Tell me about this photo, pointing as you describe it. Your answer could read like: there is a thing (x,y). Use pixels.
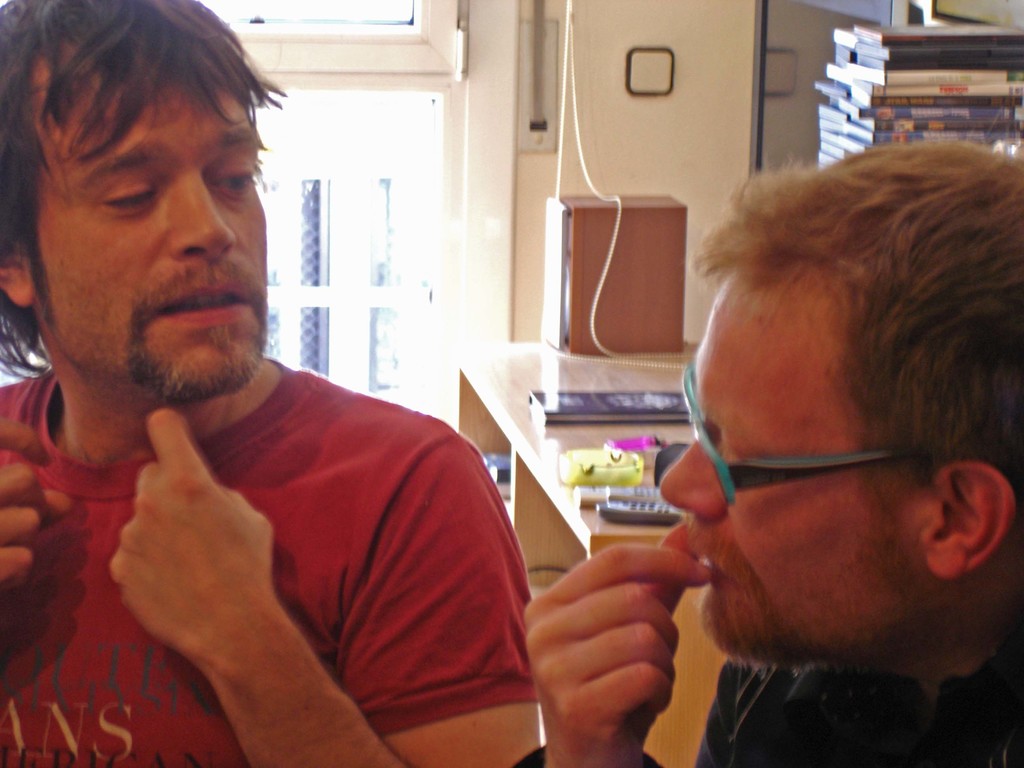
In this image a person (358,446) wearing t shirt (302,469) is talking to the person (879,573) wearing black shirt (870,702). In the background (663,320) there is a sound box (634,320), two remotes (640,489), a diary (616,397) and a yellow color object (571,459) on the table (553,491). At the top right (897,97) there are many books (904,73). In the background (449,130) there is a window (449,130) visible.
